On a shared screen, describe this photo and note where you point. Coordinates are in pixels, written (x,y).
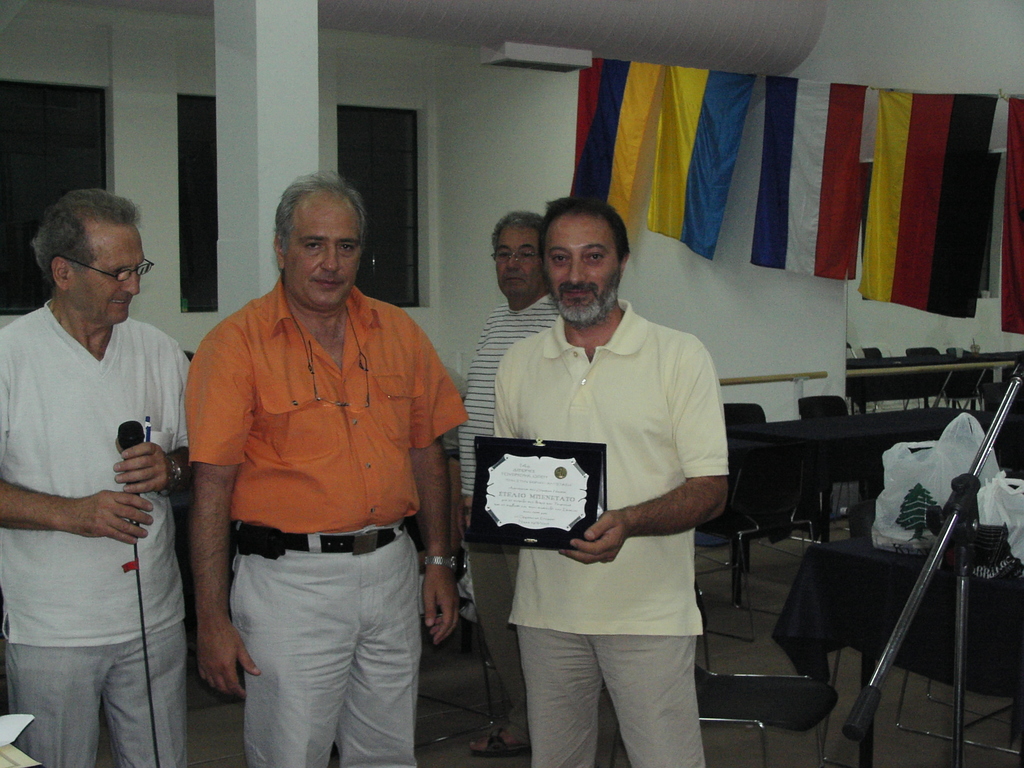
In this image, we can see people (330,267) and some are wearing glasses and on the right (690,472), there is a person (629,502) standing and holding an award (527,501) and on the left (139,513), we can see a person (114,469) holding a mic (130,463). In the background (96,126), there are windows (183,128) and there is a wall (530,134) and we can see some flags (726,140) hanging on the rope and there are chairs (758,412), tables (827,418), stands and some bags (940,469). At the bottom (214,737), there is a floor (214,737).
